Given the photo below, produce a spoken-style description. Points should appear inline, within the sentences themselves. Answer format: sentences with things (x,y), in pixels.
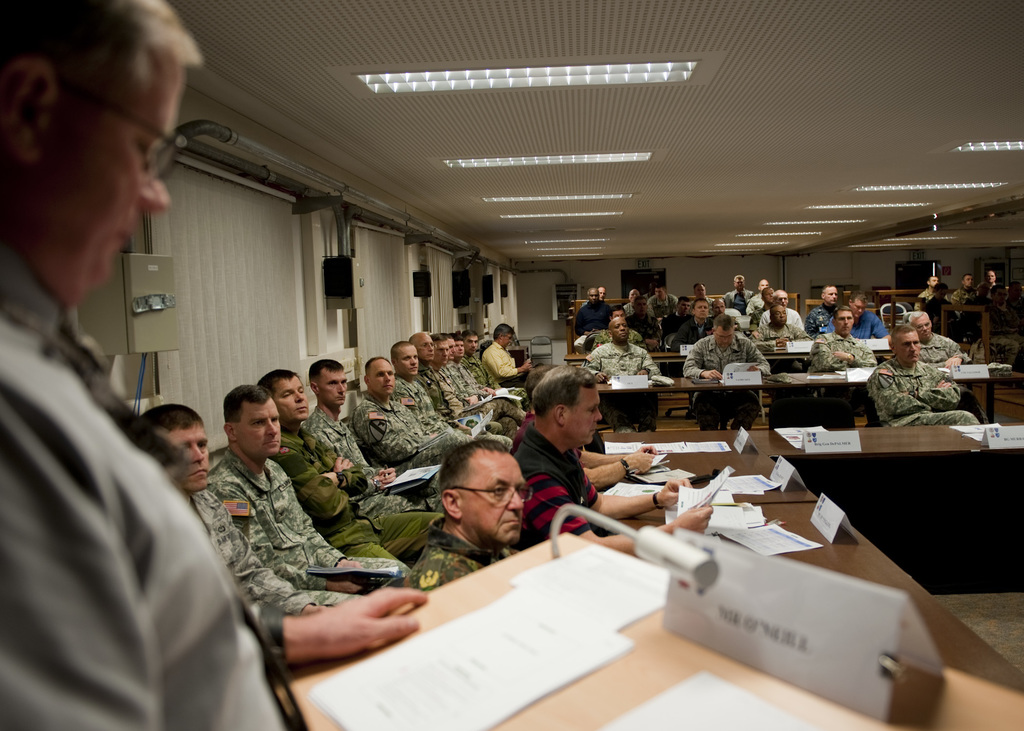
In this picture we can observe some soldiers (396,417) sitting in the chairs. There are some people (652,452) sitting in front of the tables (778,441) on which we can observe name boards (827,522) and some papers (677,451). On the left side (84,406) there is a person (78,123) standing in front of a podium (659,640). We can observe some lights (581,254) in the ceiling (504,107). In the background (540,288) there is a wall (723,281).
